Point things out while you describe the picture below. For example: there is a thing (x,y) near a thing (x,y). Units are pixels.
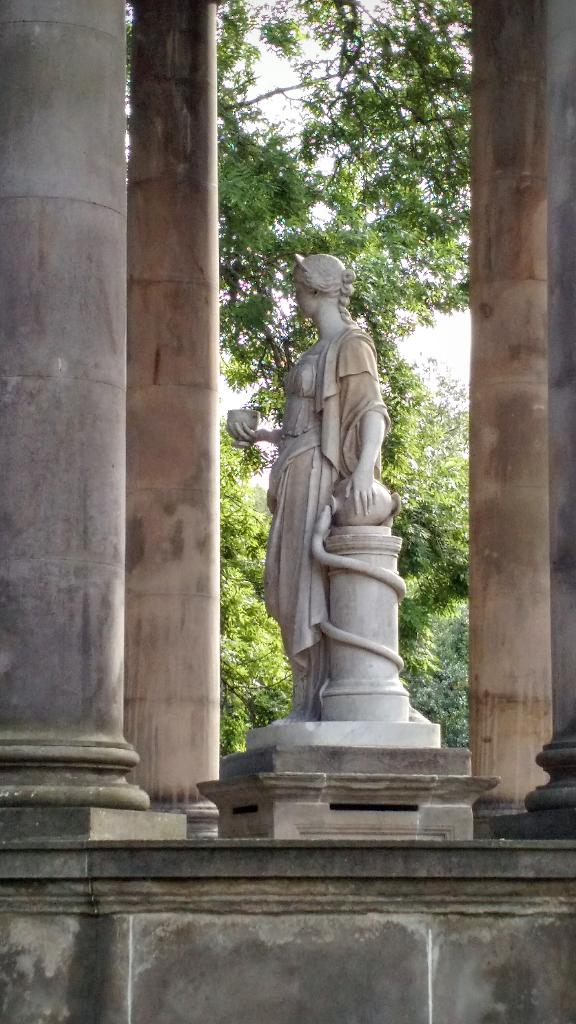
In this image, we can see a statue (253,417). There are some pillars (166,450) and trees (250,467). We can see the sky (466,330).
